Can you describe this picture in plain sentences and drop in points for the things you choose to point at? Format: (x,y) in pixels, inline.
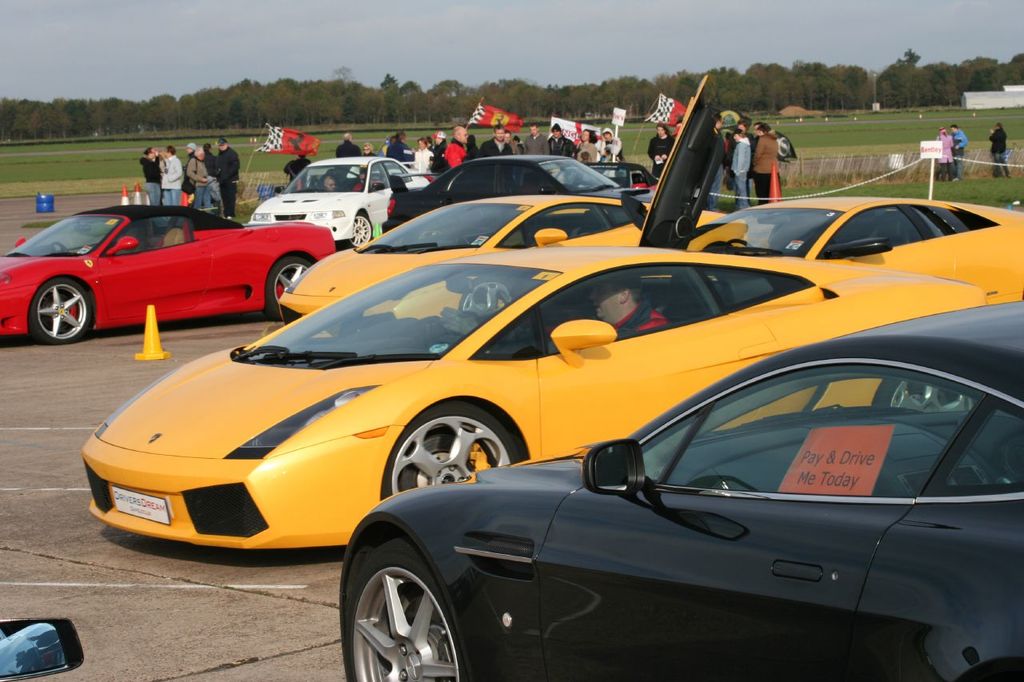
In this image we can see there are few cars (516,456) parked on the road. At the center of the image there are a few people (357,152) standing and there are flags (475,122). In the background (468,119) there are trees (441,91) and a sky (469,38).
